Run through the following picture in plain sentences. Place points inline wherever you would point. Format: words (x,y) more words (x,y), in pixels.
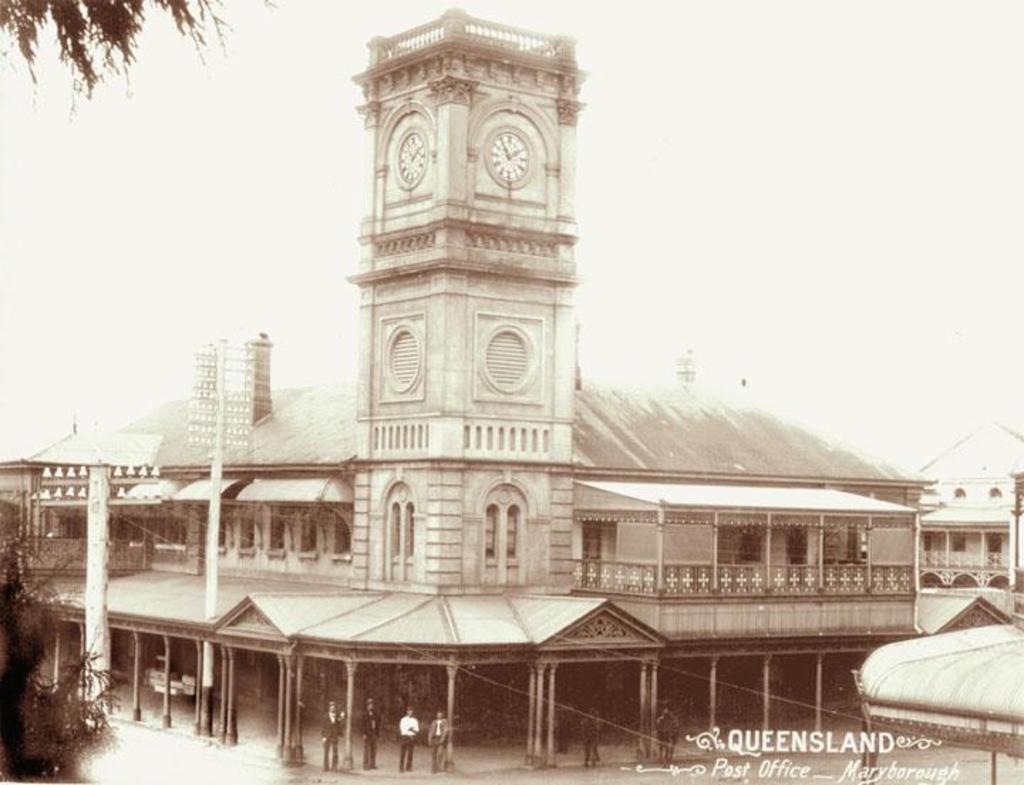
Here we can see building (524,368), people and trees (49,740). Bottom right side of the image (725,774) we can see text (704,740).
